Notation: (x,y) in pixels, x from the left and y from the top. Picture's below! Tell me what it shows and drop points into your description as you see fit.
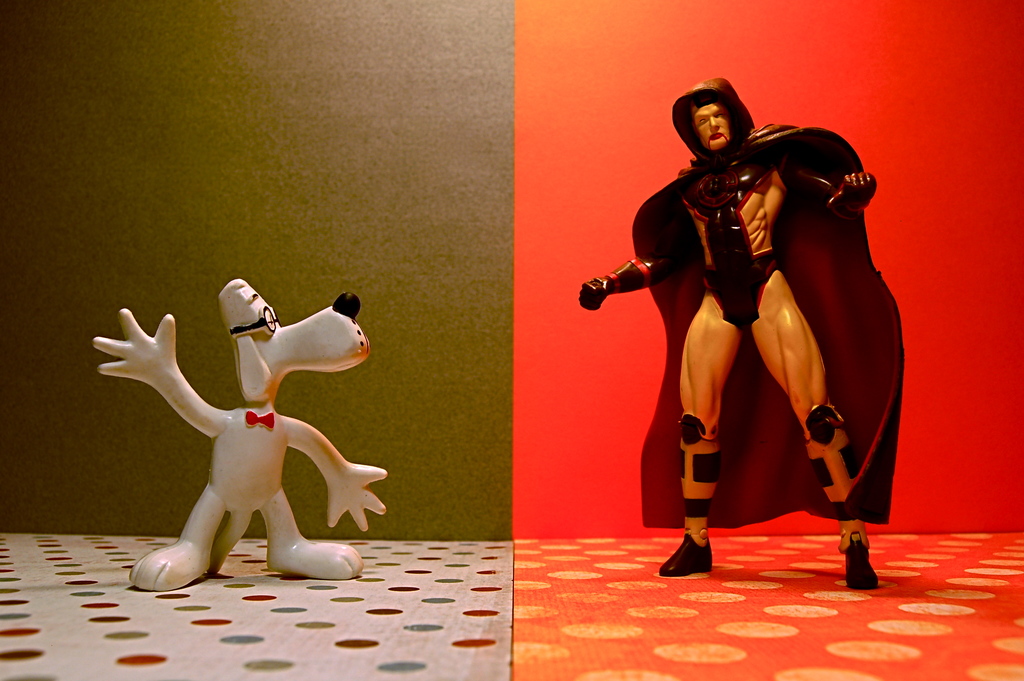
In the foreground of this image (469,577), it seems like a collage image. On the left (226,412), there is a toy (252,439) standing and on the right (798,418), there is another toy (788,381) standing with red and green background (355,238).
